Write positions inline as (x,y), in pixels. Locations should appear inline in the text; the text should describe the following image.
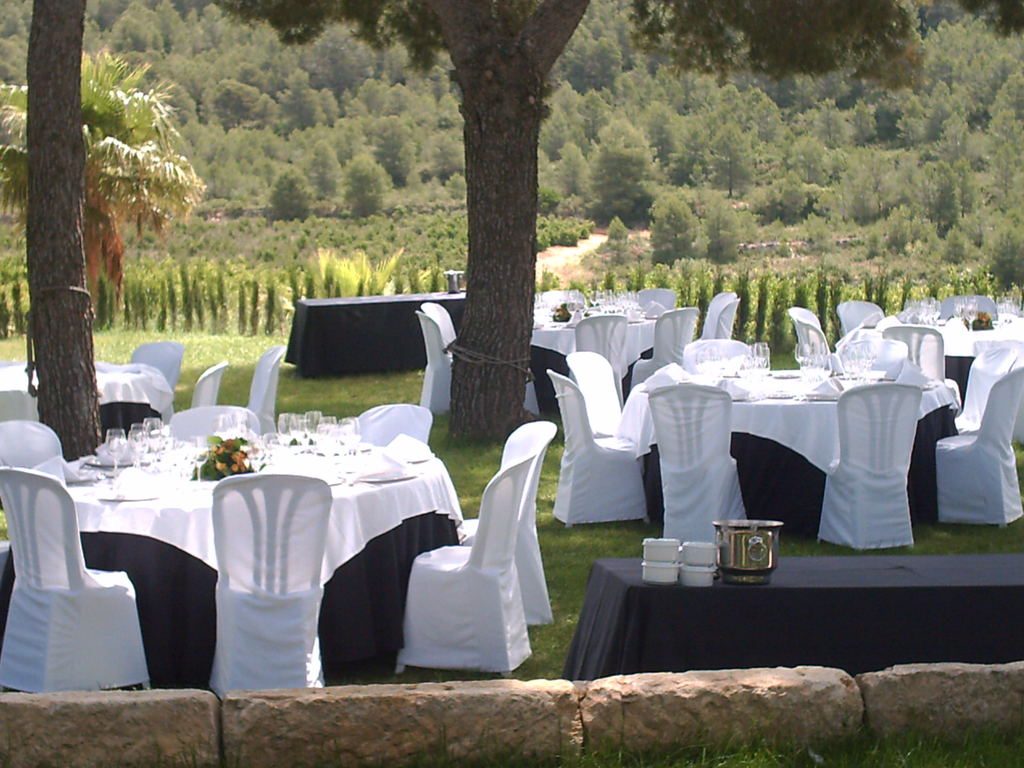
In this picture there are tables (358,318) and chairs (828,343) on the right (782,460) and left side of the image (334,524), tables (748,479) contains glasses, plates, and flowers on it, there are trees (664,141) in the background area of the image (664,141).
